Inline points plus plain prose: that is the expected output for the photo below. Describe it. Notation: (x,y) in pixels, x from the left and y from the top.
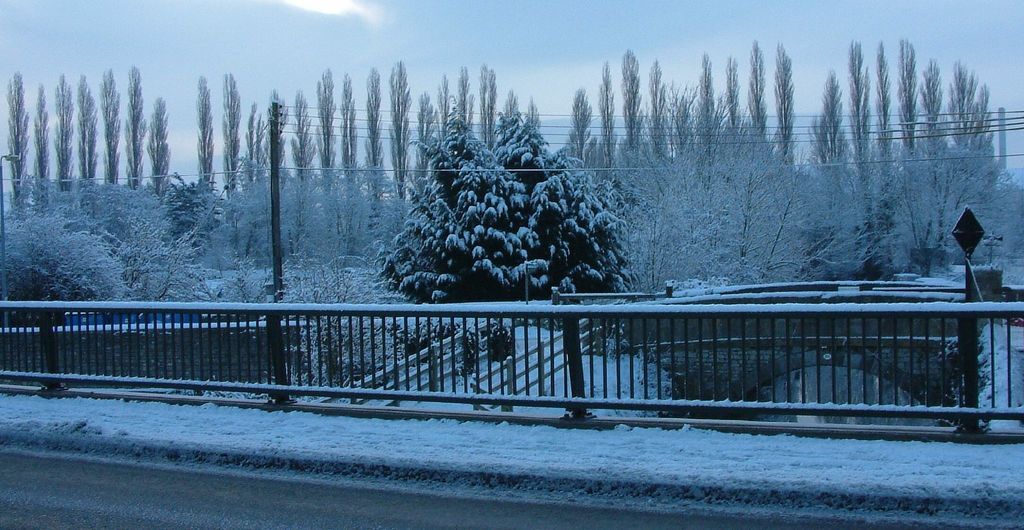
In this image I can see few trees (632,184), snow (118,404), current poles (277,279), wires (581,170), sky (386,131), fencing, few objects (929,384) and the board (959,243).
